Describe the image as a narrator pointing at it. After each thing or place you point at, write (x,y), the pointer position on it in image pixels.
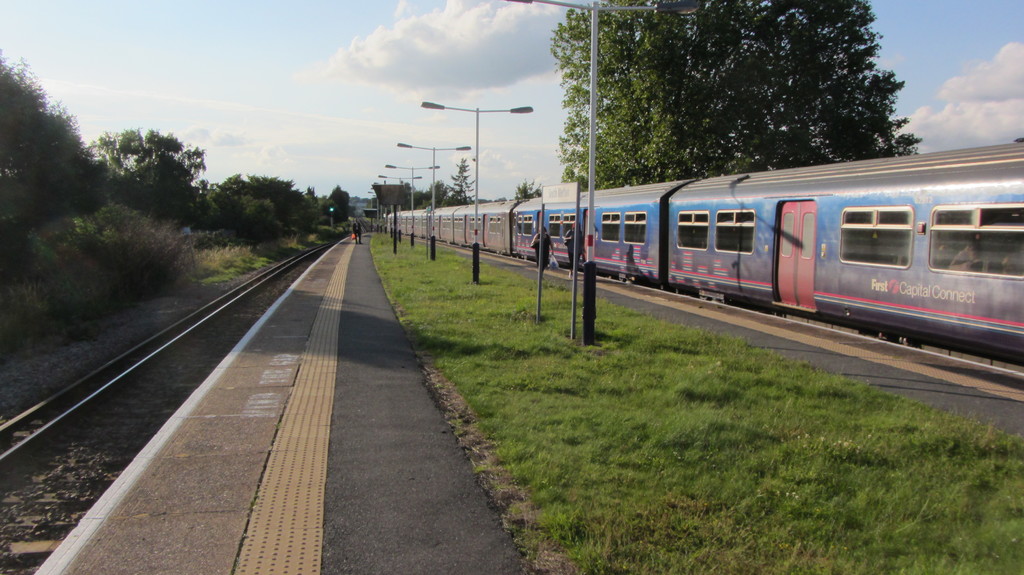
In this picture we can see a train (944,302) and a tree (904,144) on the right side (812,78), there are some poles (589,209), lights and grass (572,418) in the middle (525,356), on the left side (83,426) we can see a railway track (156,417) and some stones (72,438), in the background (63,244) there are some trees (35,253), we can see the sky (475,23) at the top of the picture (451,66).
